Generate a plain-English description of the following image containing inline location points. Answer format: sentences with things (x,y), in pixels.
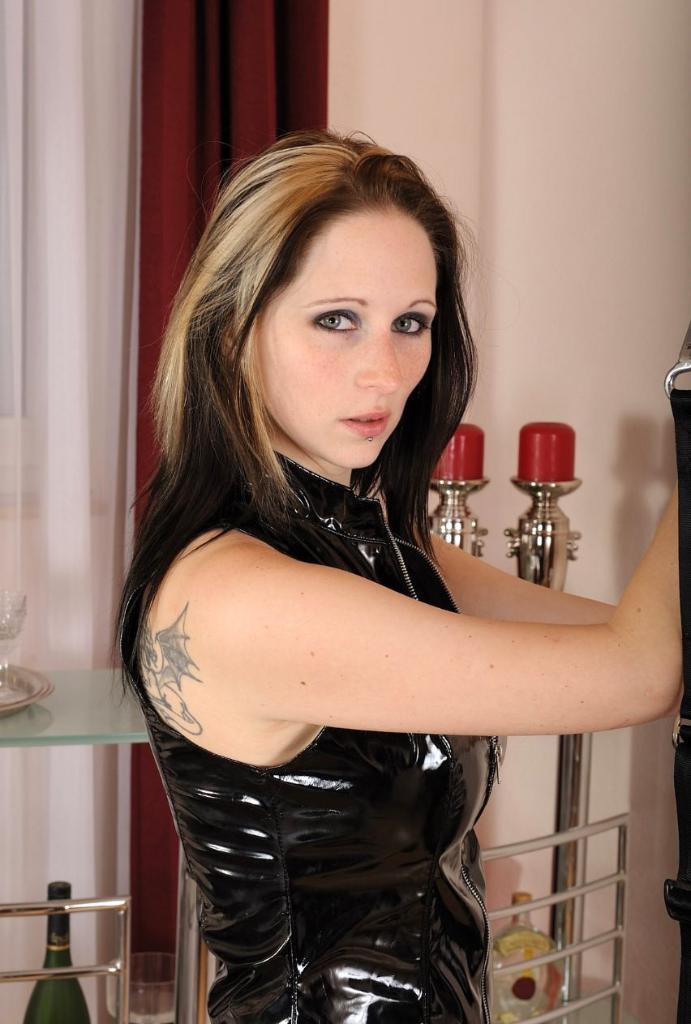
In this image in the front (288,641) there is a woman (309,685) standing. In the background (25,703) there is a shelf (65,902), there is a bottle (64,892) and there is a curtain (210,106) which is red in colour and on the shelf (71,717) there is a glass (3,609) and a plate (27,694). On the right side (464,522) there is a stand (462,500). On the top of the stand (543,492) there are objects (483,453) which are red in colour. On the right side (684,495) there is a belt (685,672) which is black in colour and in the background (528,962), on the right side (539,907) there is a stand (579,812) which is silver in colour and there is a bottle (534,956).
